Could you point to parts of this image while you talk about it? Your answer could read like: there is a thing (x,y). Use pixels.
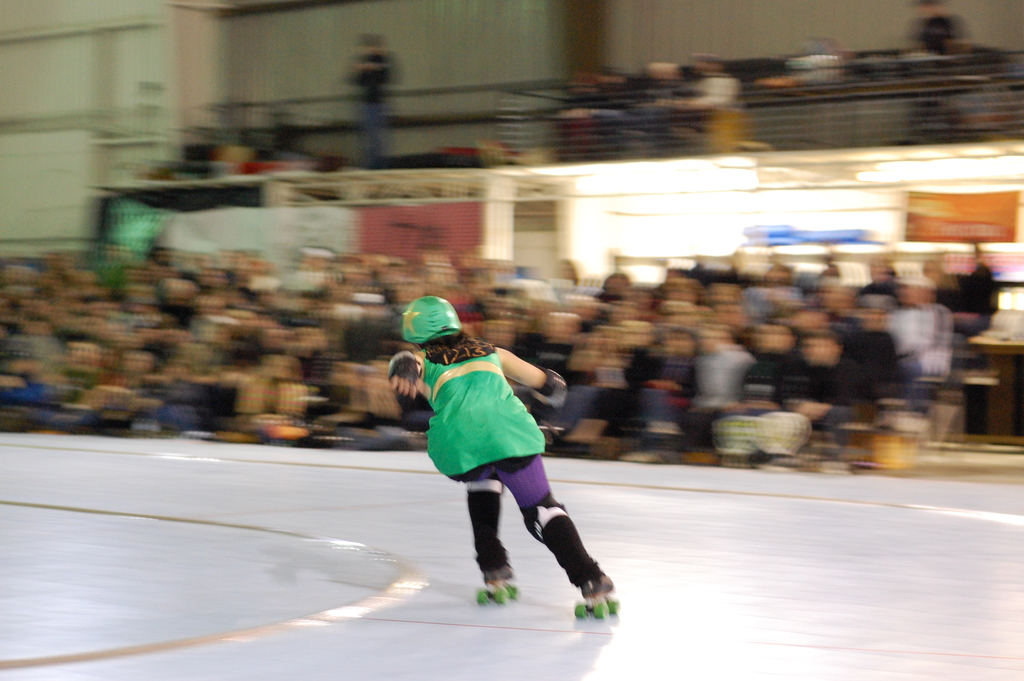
In this image we can see many people (565,429), among them, one person (454,455) is doing skating and the background (348,114) is blurred.
